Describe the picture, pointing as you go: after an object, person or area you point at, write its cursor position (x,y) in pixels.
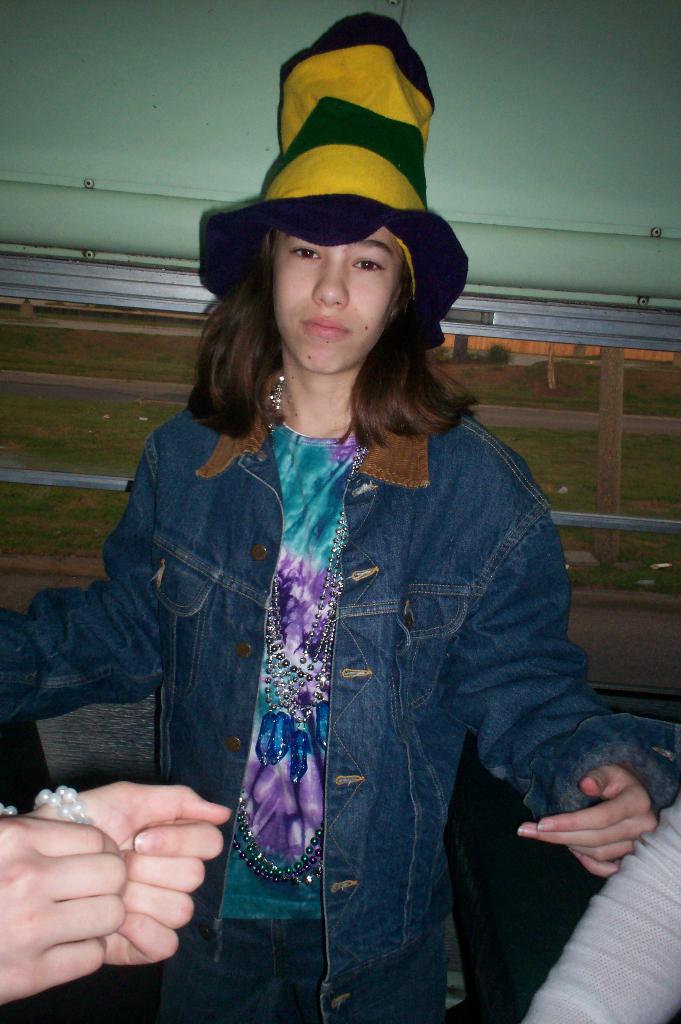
In this picture I can see a person (306,626) is wearing a jacket (371,620) and standing. In the background (108,54) I can see some other objects (555,317). Here I can see a person's hand (118,884).
